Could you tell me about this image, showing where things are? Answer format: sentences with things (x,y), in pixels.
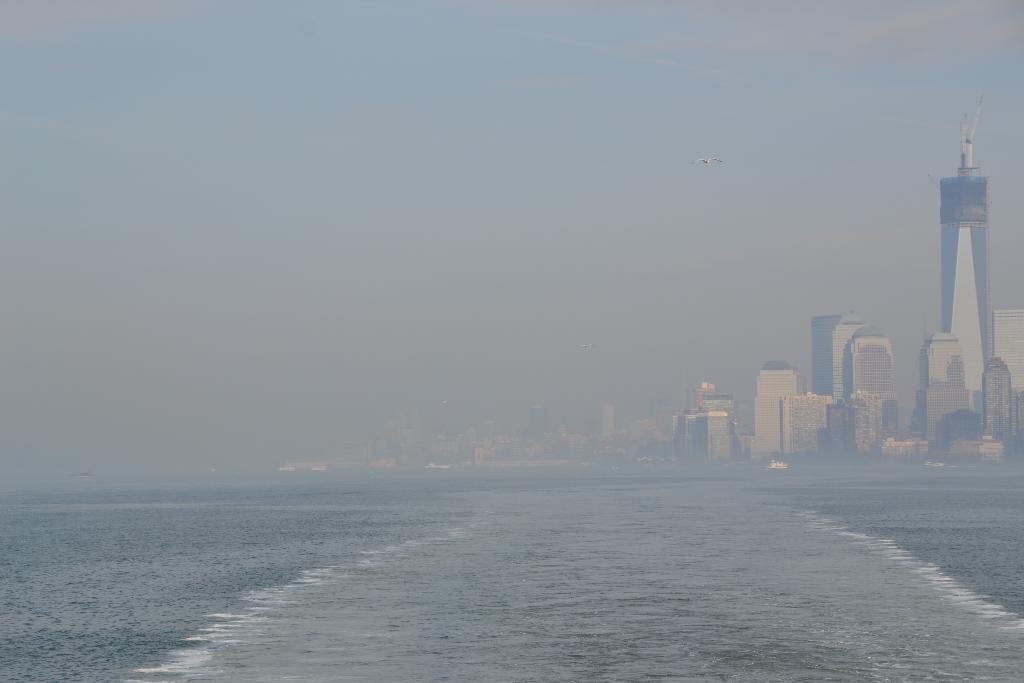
In this image there is an ocean (413,496). In the background (578,425) there are buildings (815,374) and the sky (557,160) is cloudy and there is an object (717,161) flying in the sky (710,175) which is white in colour.
